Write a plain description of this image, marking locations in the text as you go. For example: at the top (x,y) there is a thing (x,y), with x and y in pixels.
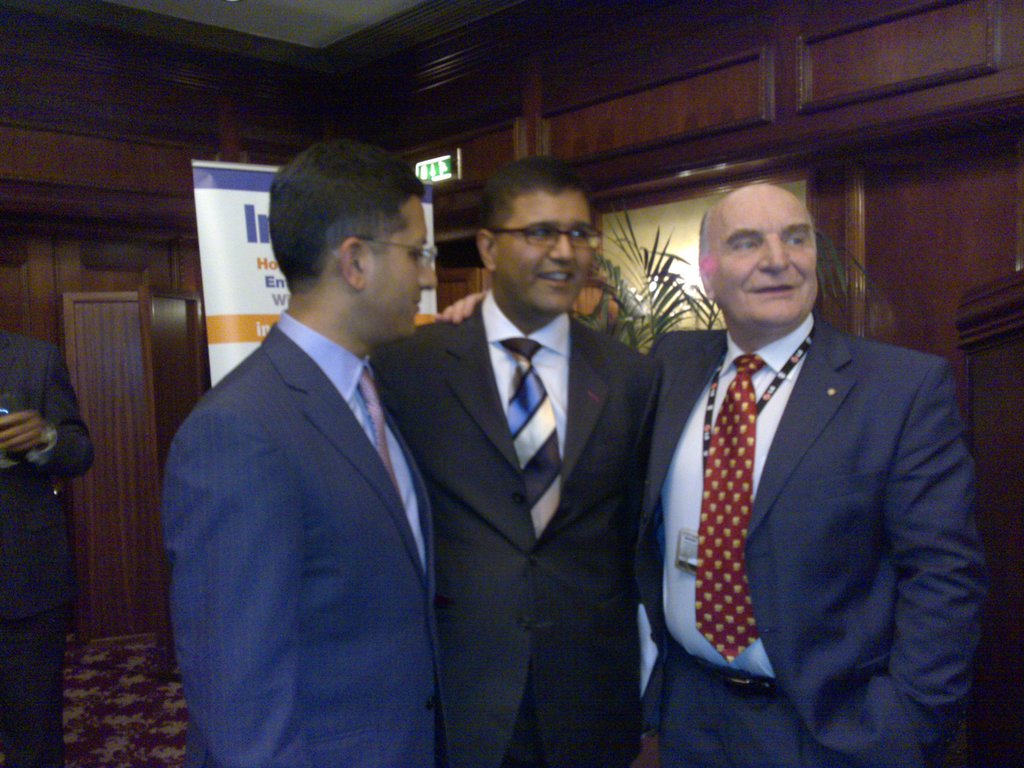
In this image, there are a few people (315,660). We can see the ground (153,701) with some objects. We can also see the wooden wall (807,132). We can see some plants (697,313). We can see a board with some text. We can also see an object (1002,707) on the right (1001,618). We can see a signboard (446,172).
